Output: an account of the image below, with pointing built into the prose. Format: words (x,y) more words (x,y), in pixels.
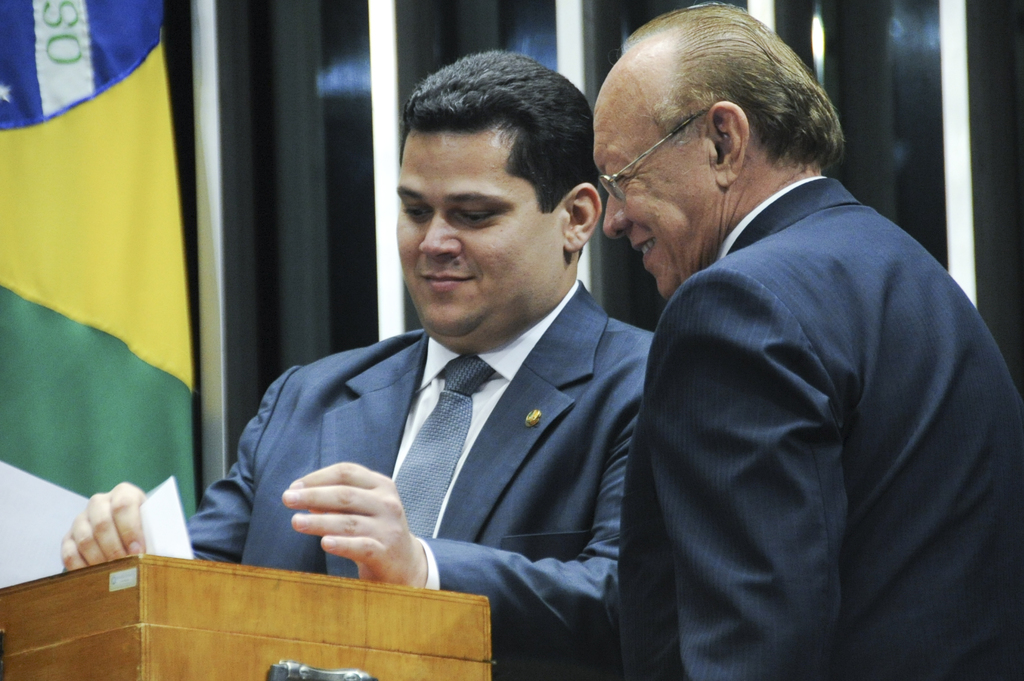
In the image in the center (424,248), we can see two persons (647,346) are standing and they are smiling. In front of them, there is a wooden stand (389,645). In the background (63,462) there is a wall (196,155) and a curtain (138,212).
